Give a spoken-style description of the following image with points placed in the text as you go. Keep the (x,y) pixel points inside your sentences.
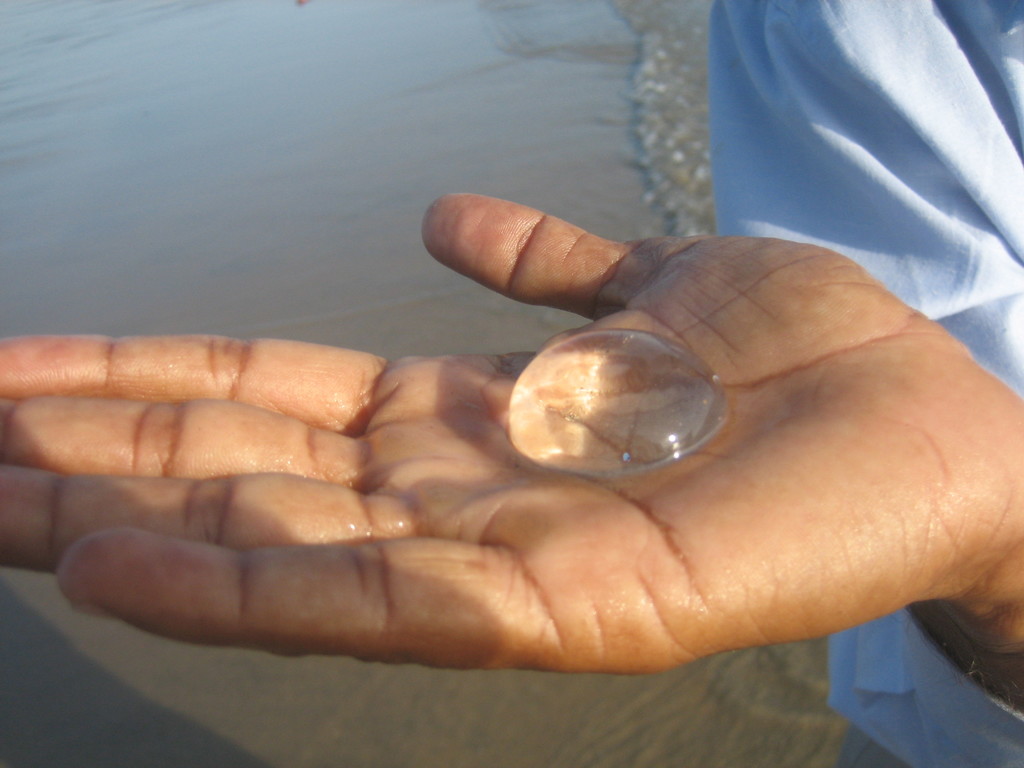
In this image there is some object (534,442) in the hand (766,374) of a person (863,618). At the bottom of the image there is water (286,146) on the surface (274,150).
